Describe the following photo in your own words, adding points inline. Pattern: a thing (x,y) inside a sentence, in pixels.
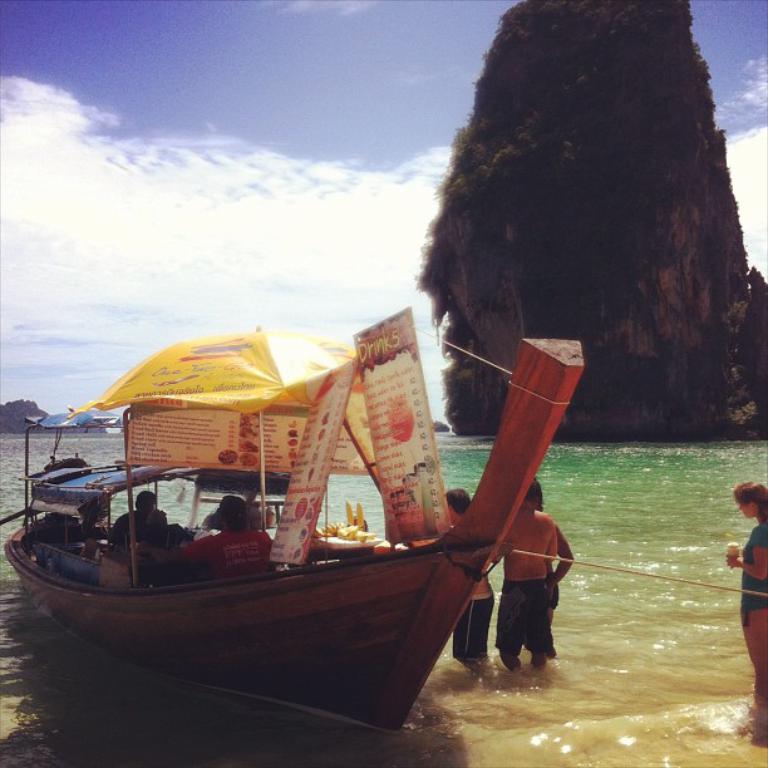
In this picture we can see a boat (83,616) on the water (13,596) with some persons (142,521), banners (255,425), umbrella (181,354) on it, mountains (11,433) and in the background (202,334) we can see the sky (346,66) with clouds (122,219).
